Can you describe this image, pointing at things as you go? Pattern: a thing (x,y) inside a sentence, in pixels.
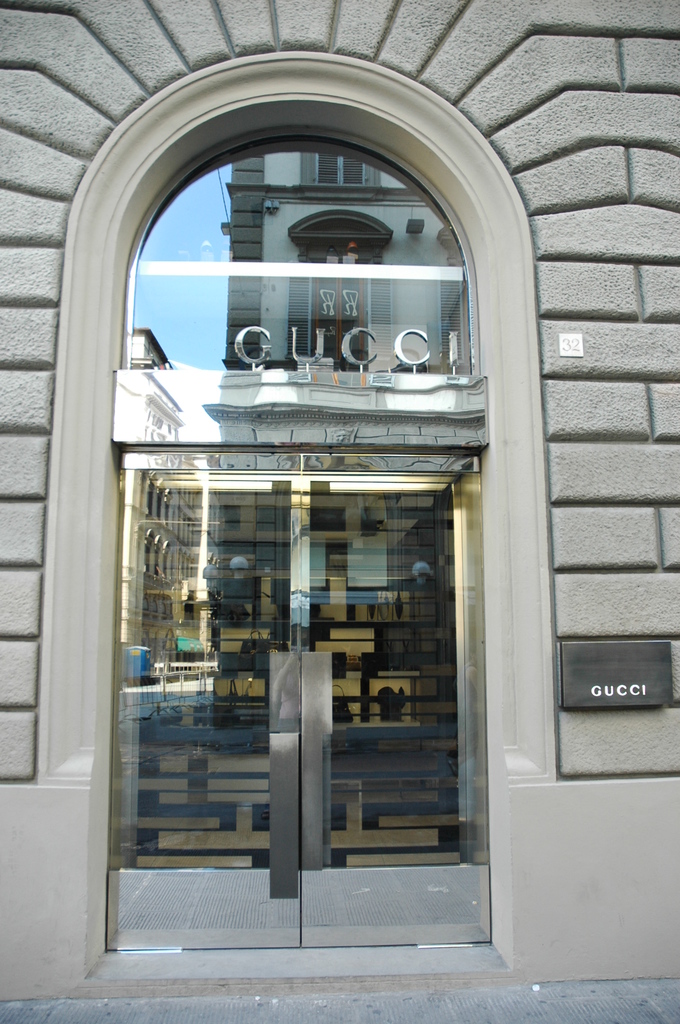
In this image we can see door (250,472) to the building (564,429).
